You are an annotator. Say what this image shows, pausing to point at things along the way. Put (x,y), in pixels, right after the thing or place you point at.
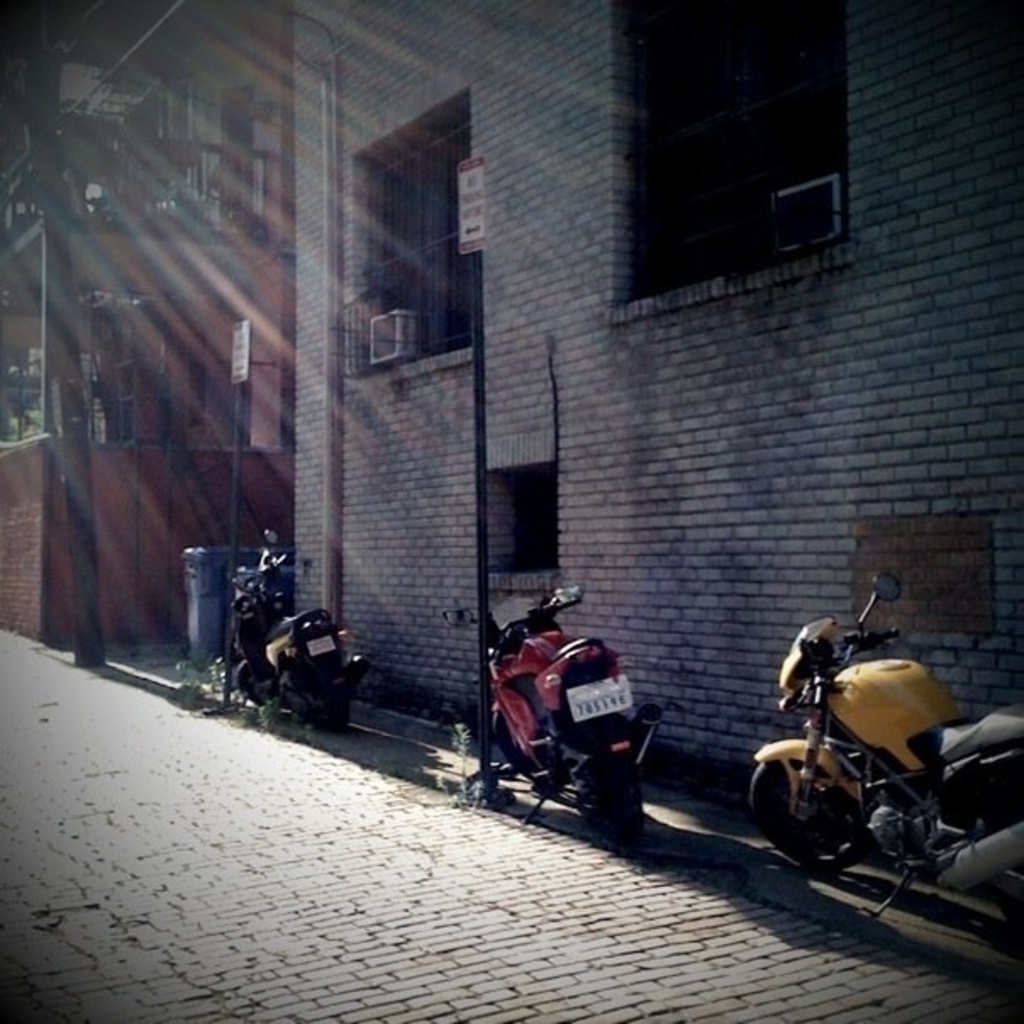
In this picture, there are two buildings (366,334) which are in red and grey in color. Before it, there are poles (86,496) and bikes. At the bottom (230,892), there is a lane (171,729).
